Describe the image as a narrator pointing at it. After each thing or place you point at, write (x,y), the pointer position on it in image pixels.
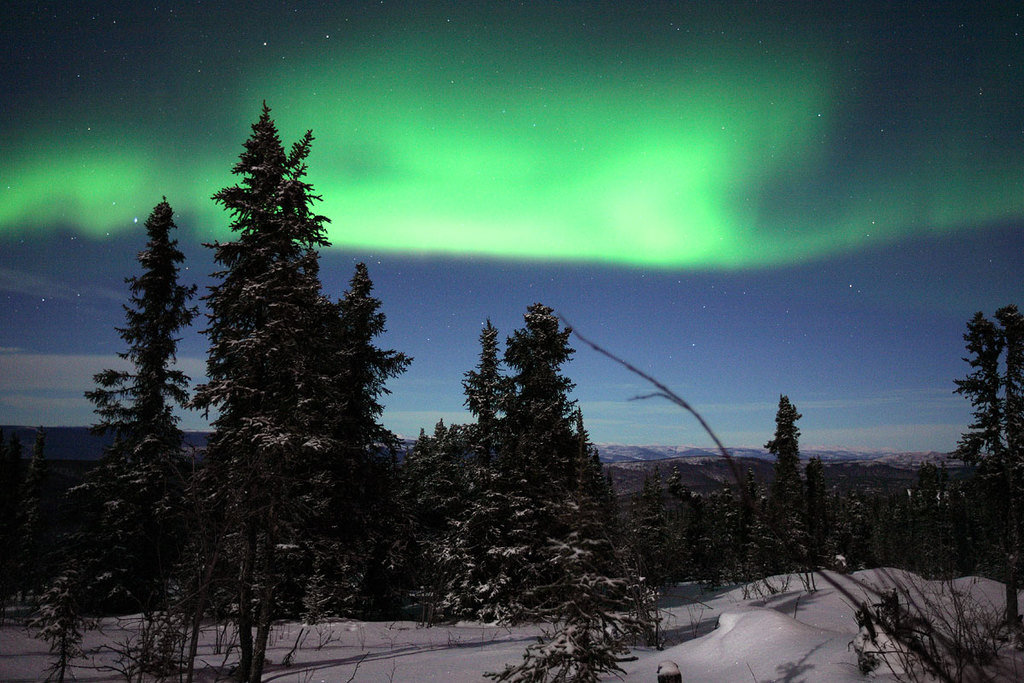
In this picture, this is tree (558,414) and this is sky (732,269) which like green in color.
